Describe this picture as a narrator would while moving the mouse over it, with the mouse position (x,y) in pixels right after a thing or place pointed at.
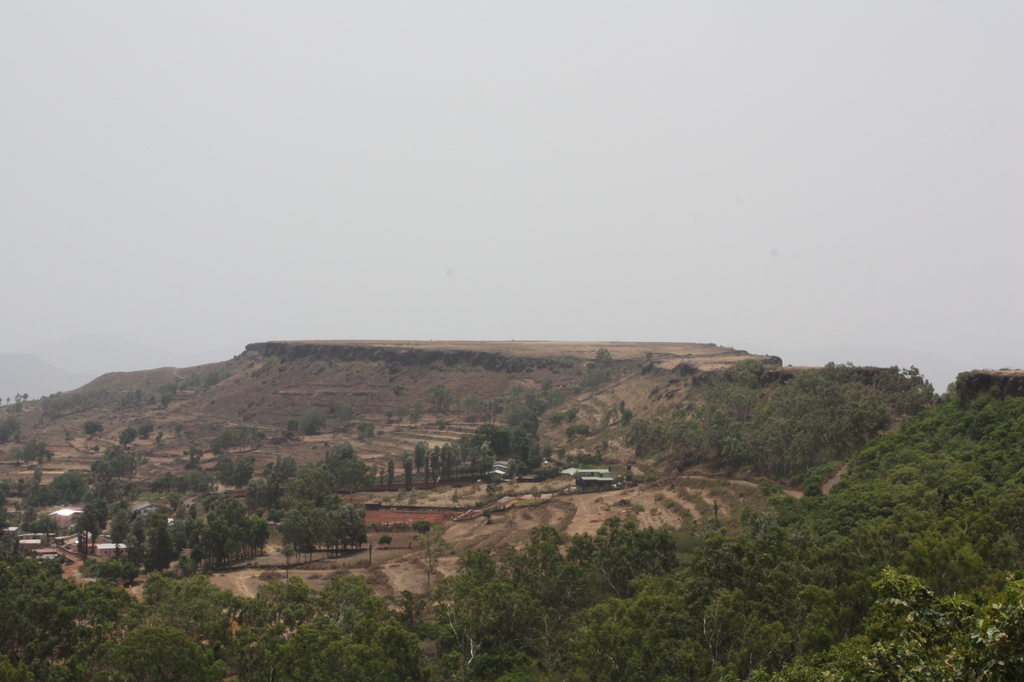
This is an outside view. At the bottom of the image (498,641) there are many trees (685,642). In the background (69,556), I can see some houses (45,555) and land (503,535). On the top of the image (593,167) I can see the sky (407,125).
